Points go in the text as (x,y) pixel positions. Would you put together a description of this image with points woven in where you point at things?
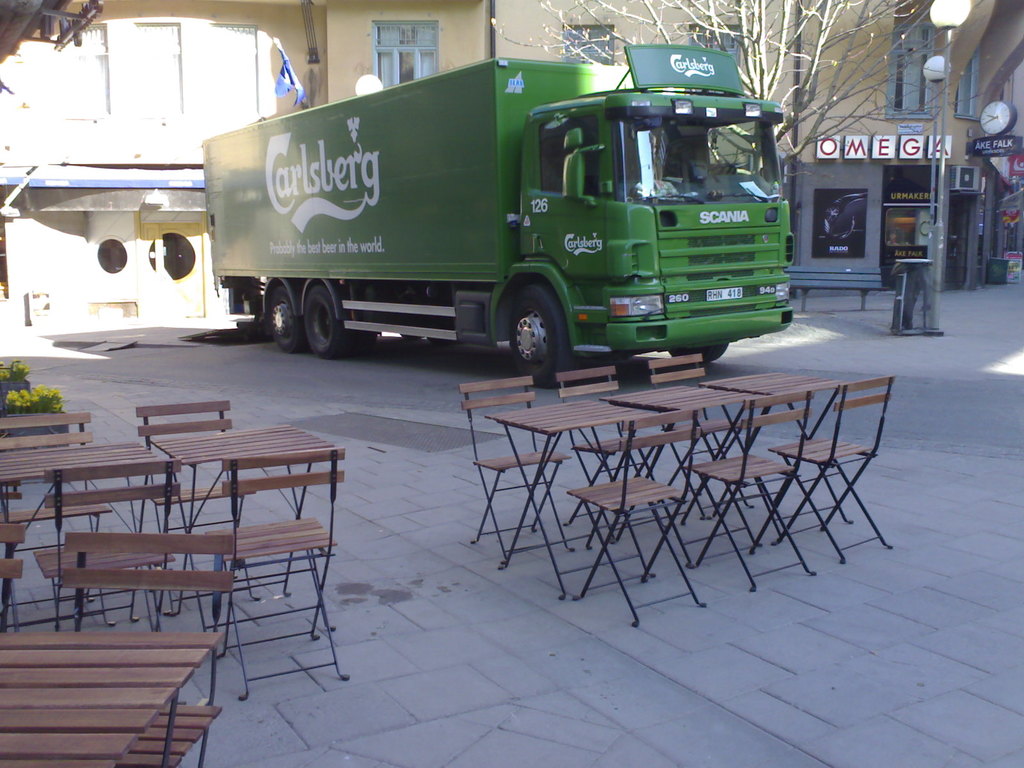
This picture shows a truck (399,267) and house (355,58) and few chairs (3,612) and tables (305,438) and a tree (796,2).
